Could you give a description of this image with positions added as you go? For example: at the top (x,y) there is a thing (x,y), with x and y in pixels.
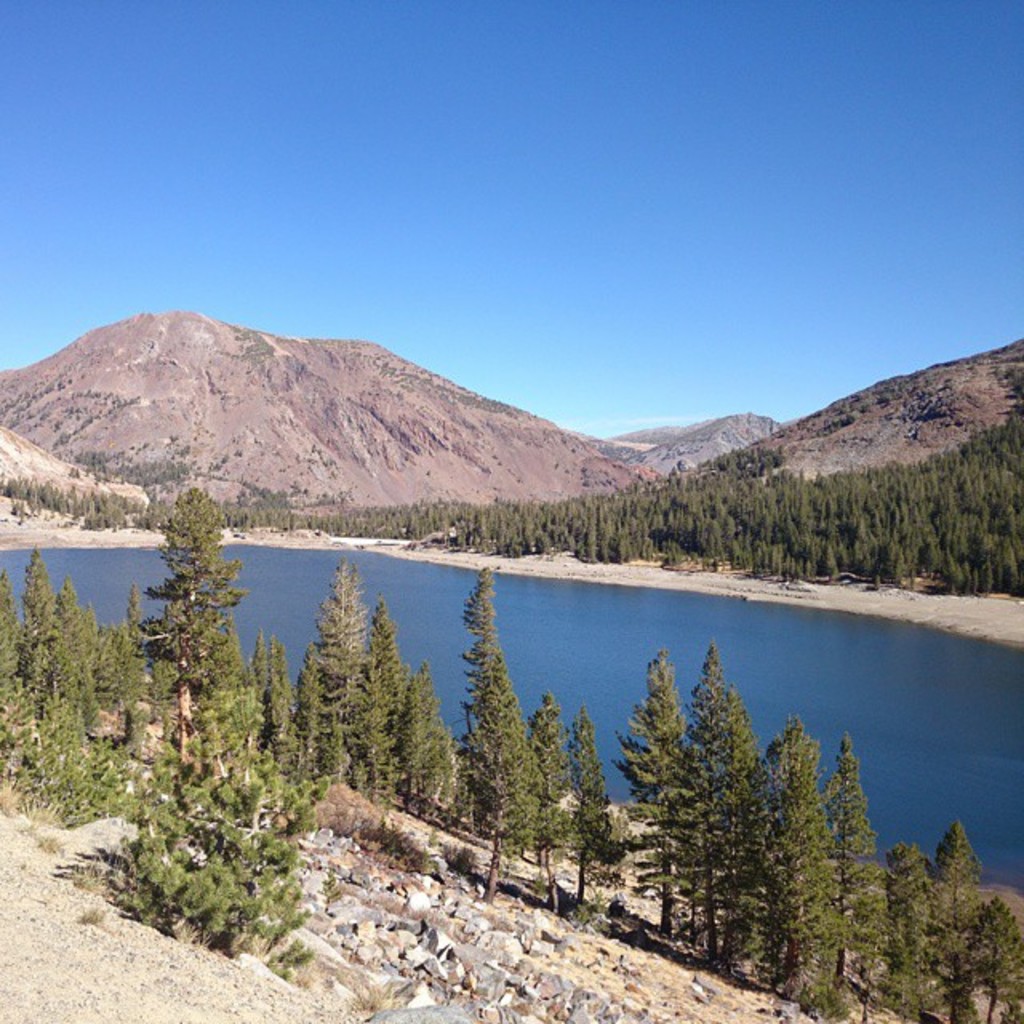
These are the trees (532,736). I can see the water (518,591). I think these are the mountains (676,469). I can see the rocks (481,934). This is the sky (558,201).
